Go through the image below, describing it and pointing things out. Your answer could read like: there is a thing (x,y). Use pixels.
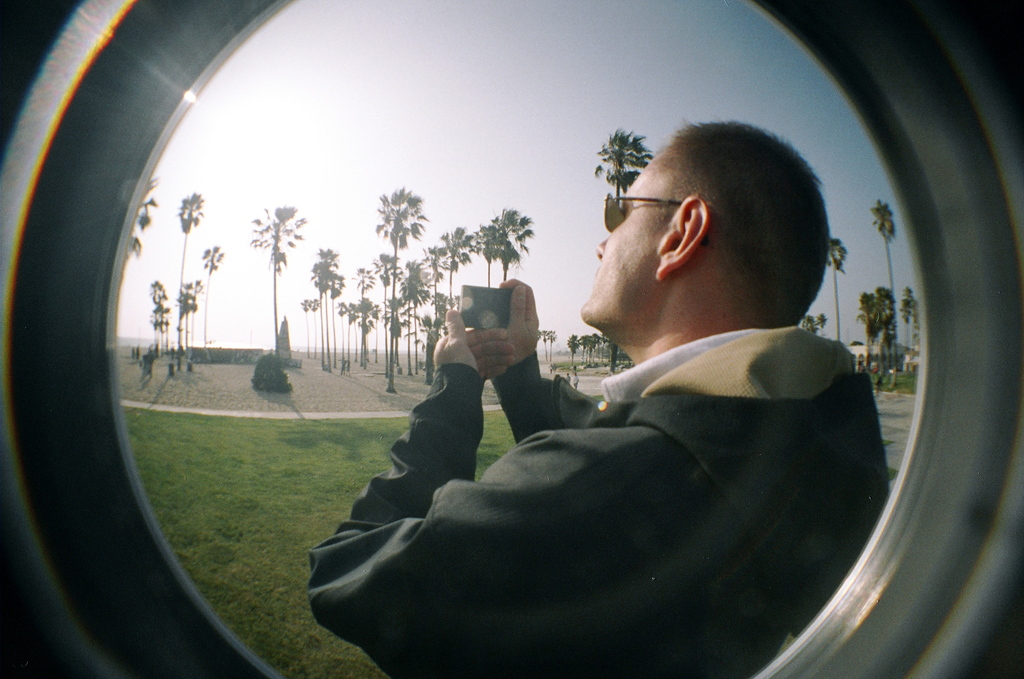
In this image in the right (771,272) a man (529,490) wearing jacket (626,437) and sunglasses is standing. He is holding something. In the background (414,318) there many palm trees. People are here. Here we can see a building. The sky (543,157) is clear. This is looking like a frame (833,600).
